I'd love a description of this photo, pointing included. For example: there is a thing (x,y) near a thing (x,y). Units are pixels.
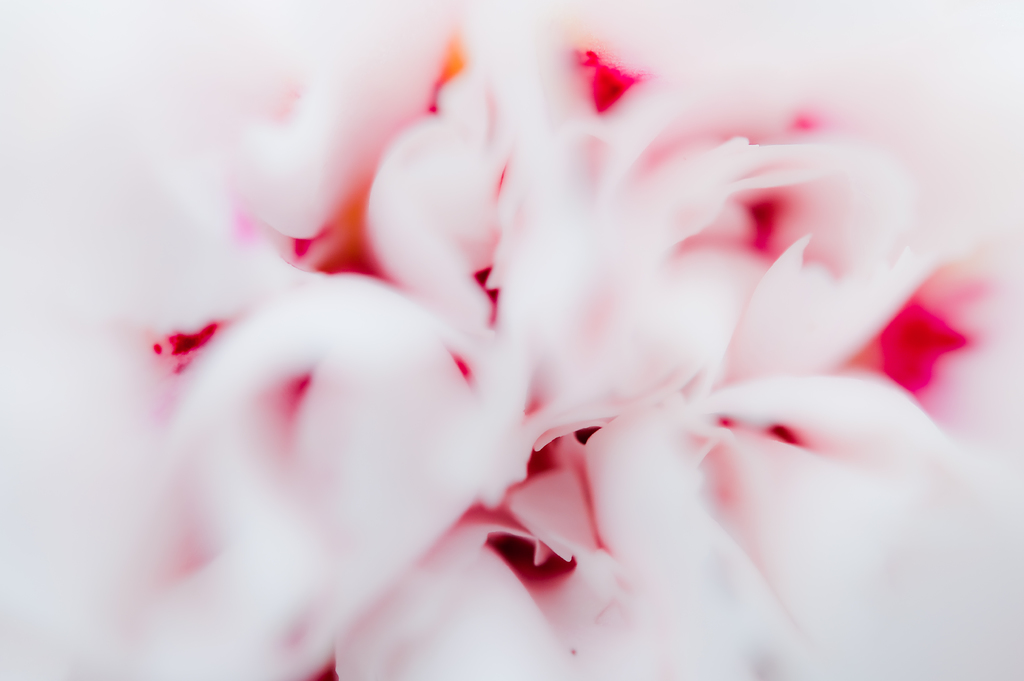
In this picture there is an object (466,382) which is in light and dark pink color.
